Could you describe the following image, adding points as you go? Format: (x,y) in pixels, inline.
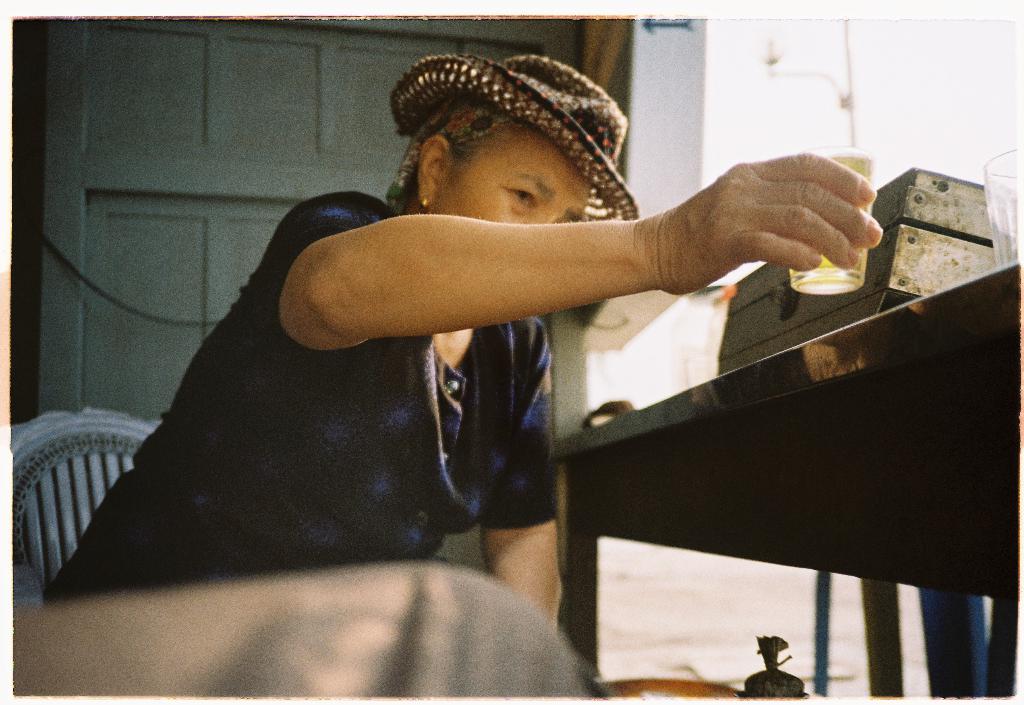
In this Image I see a person (208,356) who is sitting on chair (97,487) and the person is holding a glass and wearing a hat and I see a table (740,434) over here on which there is another glass (1015,176) and a box (721,348).
